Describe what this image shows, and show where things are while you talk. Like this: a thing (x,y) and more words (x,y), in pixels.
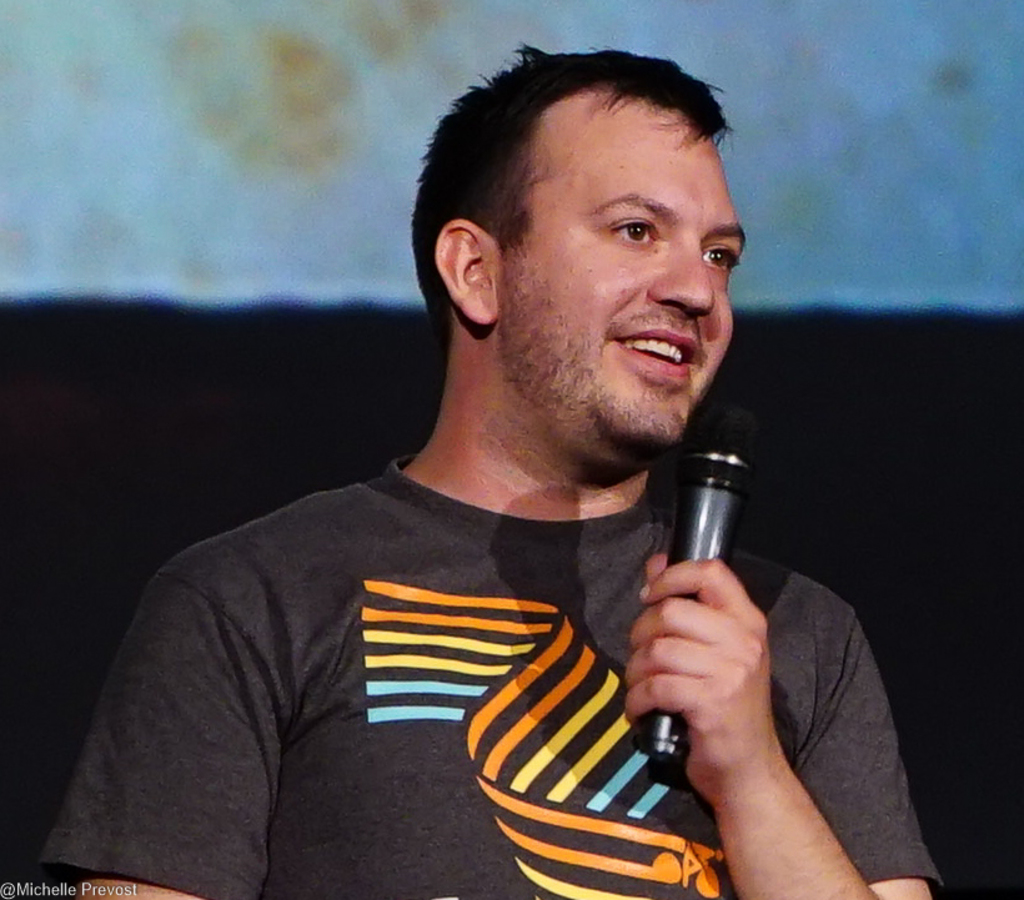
This is a picture of a person (364,530) who is in black tee shirt (314,619) and holding a mike (693,552).
